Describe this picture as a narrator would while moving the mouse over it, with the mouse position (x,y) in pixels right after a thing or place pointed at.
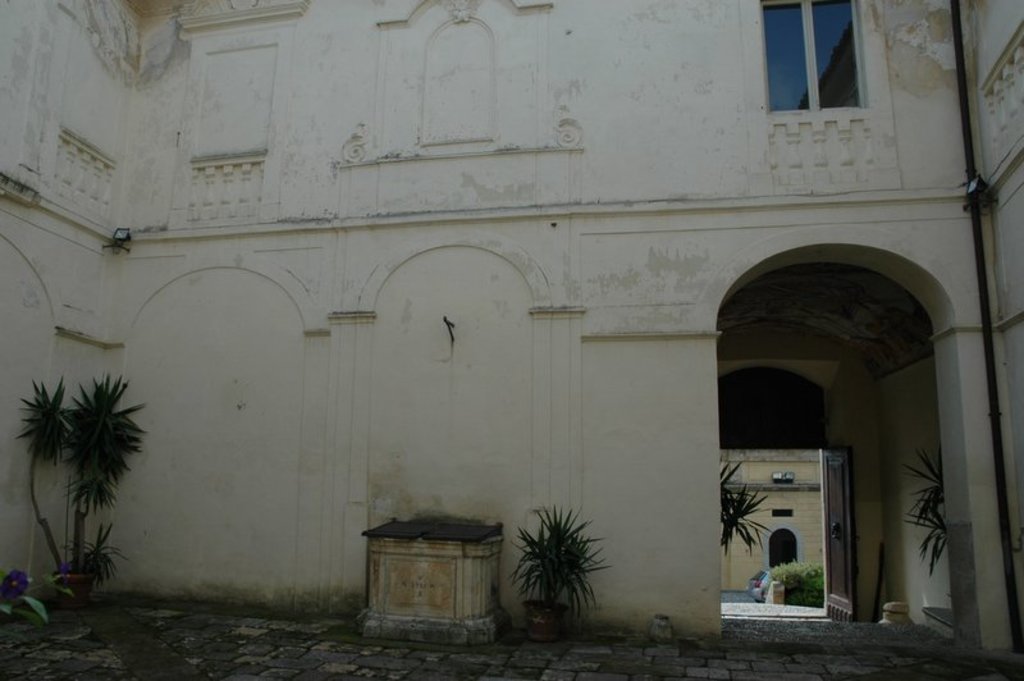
In this image, we can see a building (537,292) and there are lights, plants (106,462), a well (415,549) and we can see a window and there is a vehicle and we can see a floor (318,645).
